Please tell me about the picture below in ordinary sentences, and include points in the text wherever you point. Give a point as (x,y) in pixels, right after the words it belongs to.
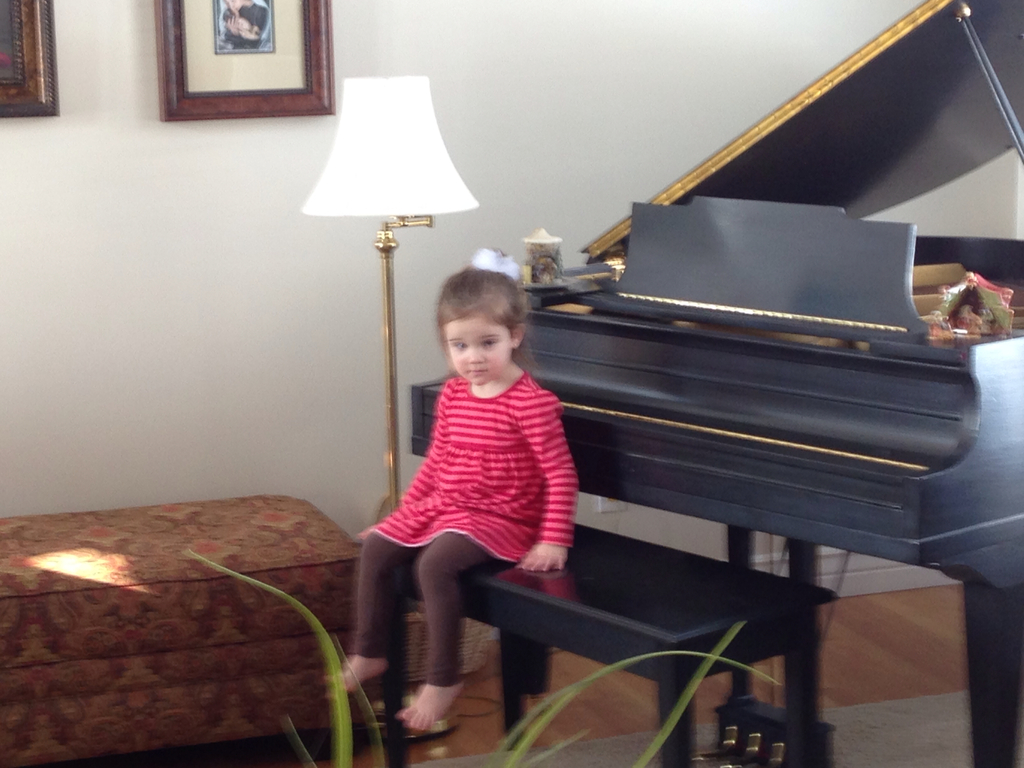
In this image there is a kid (422,532) sitting on the bench (522,577) and at the background of the image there is a painting (326,91) attached to the wall (324,285) and at the middle of the image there is a lamp (371,209) and at the right side of the image (870,393) there is a musical instrument (838,390) and at the left side of the image (169,568) there is an ottoman (141,615).
